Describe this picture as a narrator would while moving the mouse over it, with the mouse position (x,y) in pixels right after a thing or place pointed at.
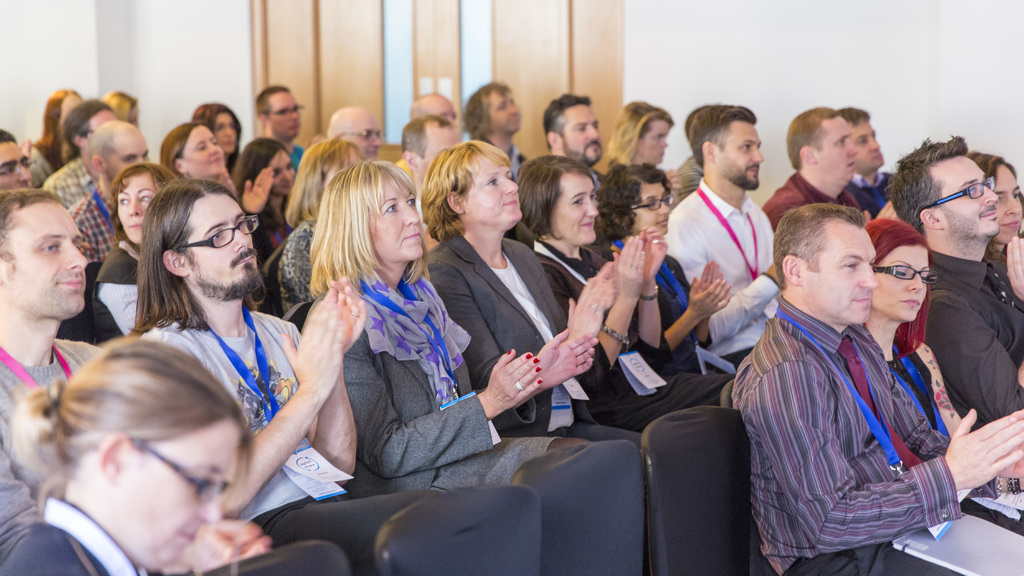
There are many people (402,195) sitting on chairs (547,512). They are wearing tags (630,363). Some are wearing specs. In the back (656,24) there is a wall (219,28).
